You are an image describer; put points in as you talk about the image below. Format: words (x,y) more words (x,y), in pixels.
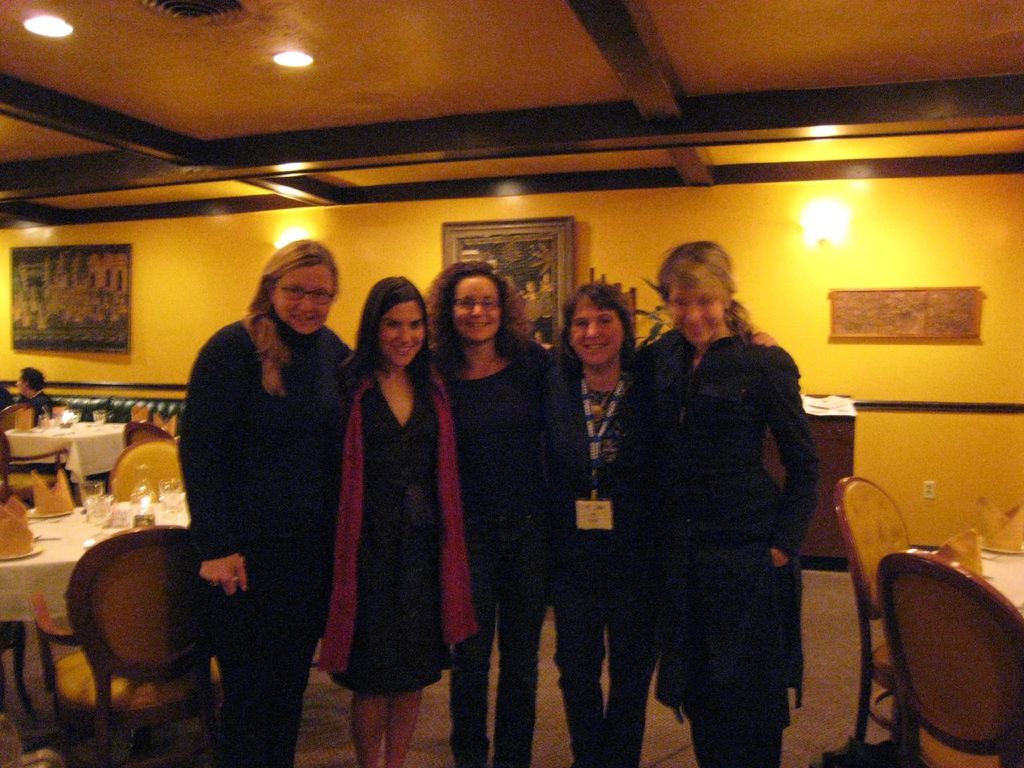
In this image there are group of girls (473,490) standing on the floor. At the top (205,171) there is ceiling (520,129) with the lights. On the left side (61,520) there are dining tables (52,533) on which there are glasses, tissue papers (59,492) and glass bottles (96,501). Beside the table (69,561) there are chairs (100,549). In the background (146,269) there is a wall (190,254) to which there are frames (481,239).
